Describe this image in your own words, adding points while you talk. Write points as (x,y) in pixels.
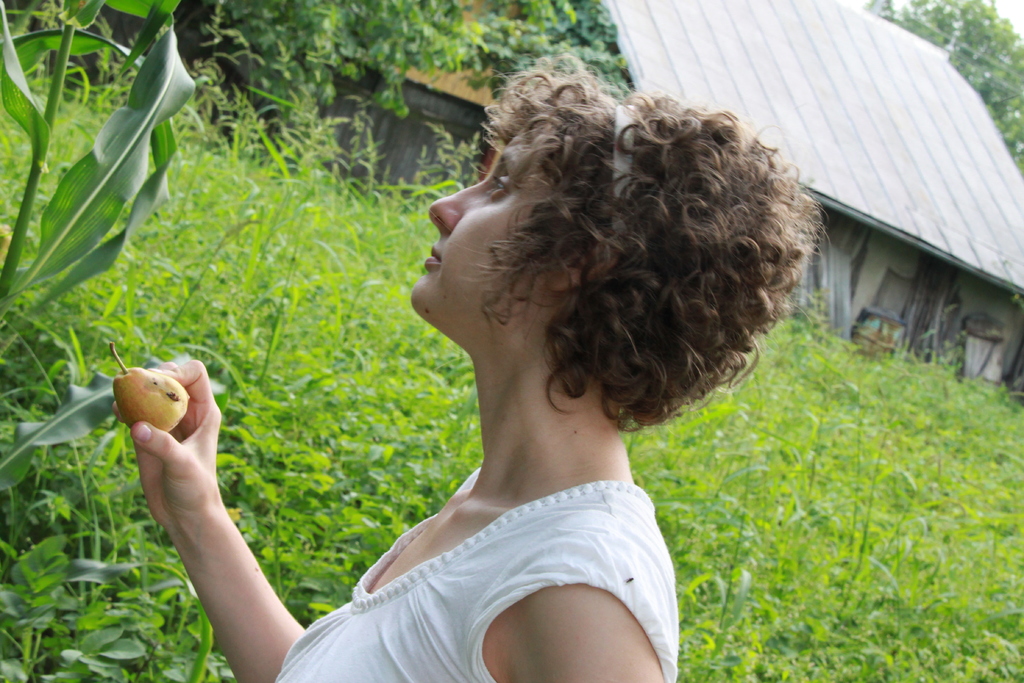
In the middle of the image (668,275) a woman (340,651) is standing and holding a fruit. Beside her there are some plants (249,92) and trees (274,77) and shed (973,293).
